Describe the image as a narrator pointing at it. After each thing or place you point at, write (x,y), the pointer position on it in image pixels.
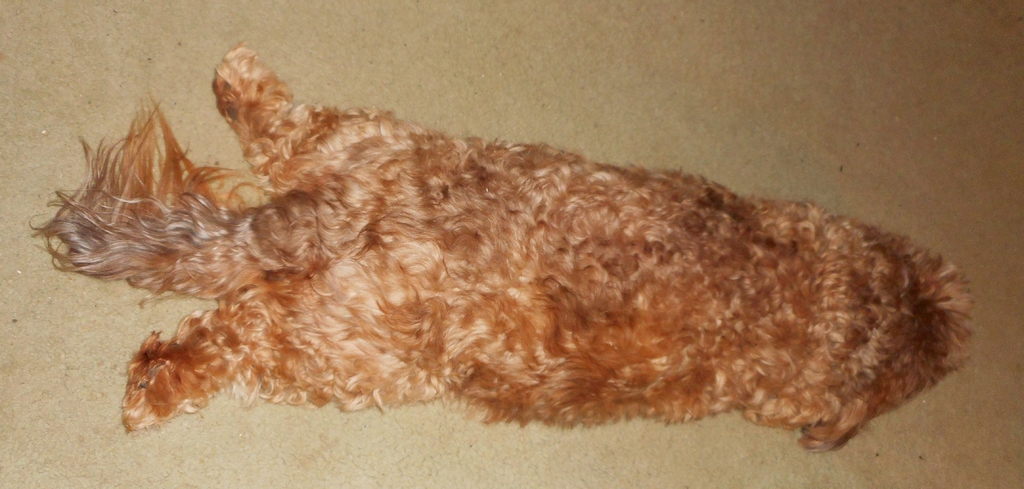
In this image on the floor (100,315) there is a dog (437,251).
